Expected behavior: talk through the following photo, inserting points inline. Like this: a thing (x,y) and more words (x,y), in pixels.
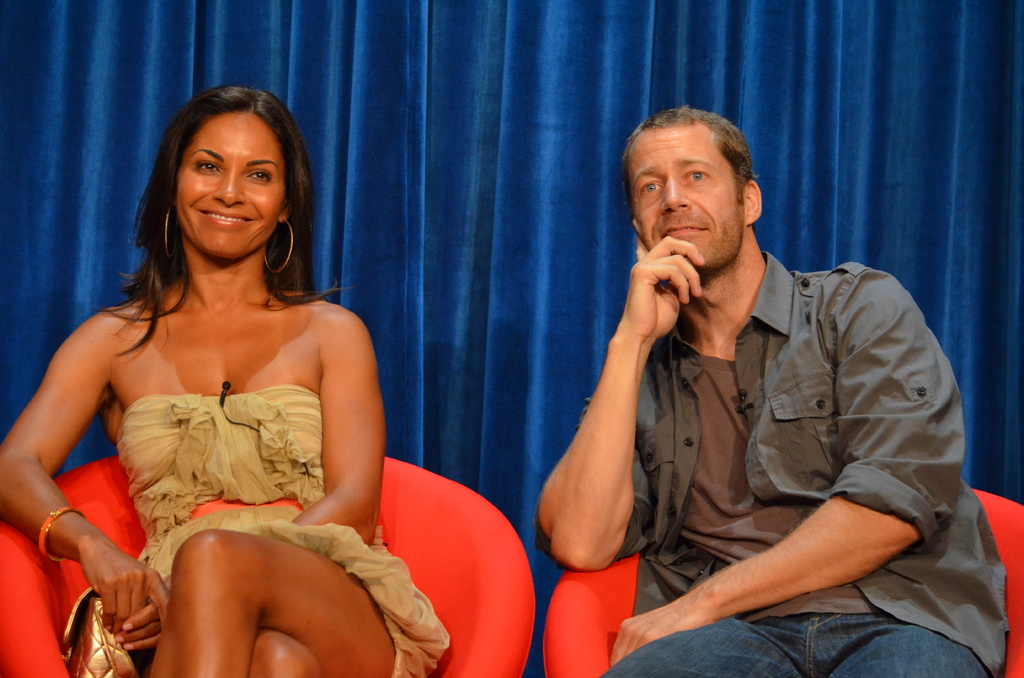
In the center of the image (346,364) we can see two persons (613,510) are sitting on the chairs (4,607) and they are smiling. And we can see they are in different costumes (789,460). And we can see one handbag (95,611) on the chair (42,590). In the background (508,271) there is a curtain (521,262), which is in blue color.
